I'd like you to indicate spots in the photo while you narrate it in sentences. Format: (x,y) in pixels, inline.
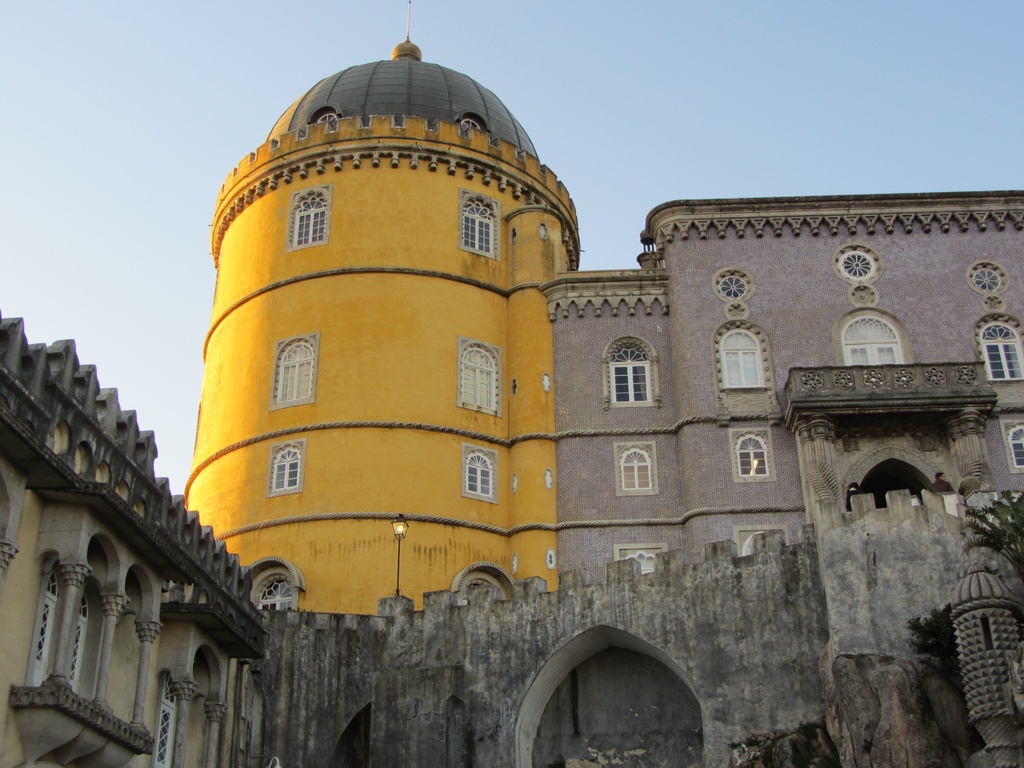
In this image I can see few buildings (534,453) in yellow, cream and light brown color and I can also see few windows (295,360). Background (186,101) the sky (159,147) is in white and blue color.
